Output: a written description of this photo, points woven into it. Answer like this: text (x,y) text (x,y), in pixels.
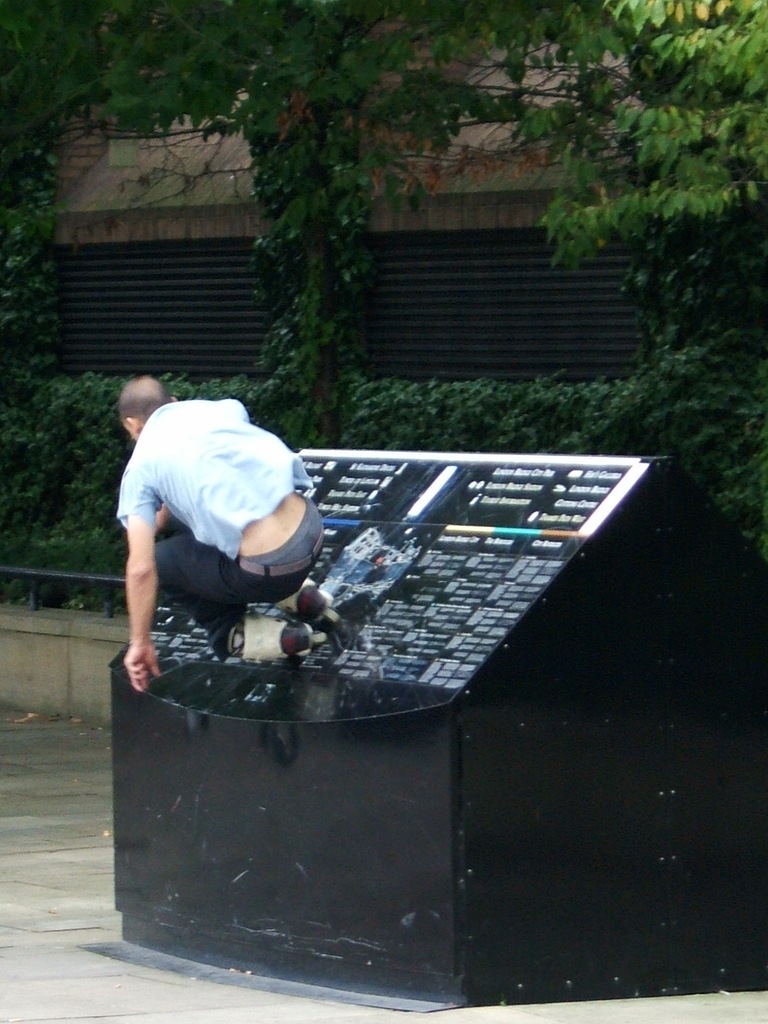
In this picture there is a man (237,532) who is wearing a skating shoes (296,635), was jumping over the table (287,865) which is on the side of the road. The table (482,673) is in black colour and the man (227,547) is wearing a blue shirt (214,426) and a black pant (203,574). Behind the table (478,501) there is plants (550,416) and there is roof (117,187) of some building (469,172).
